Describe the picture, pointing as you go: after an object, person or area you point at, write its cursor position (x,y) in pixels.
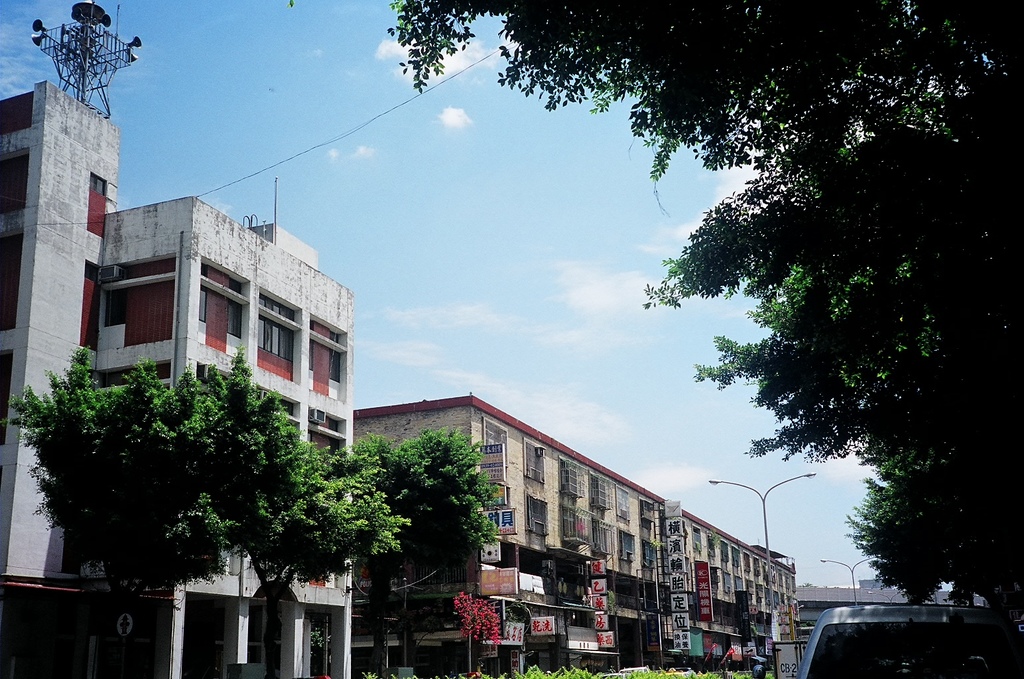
In this image we can see trees (871,432), car (848,635), buildings (562,614), poles (768,556), wire (198,196) and sky (478,189) with clouds (451,67).
